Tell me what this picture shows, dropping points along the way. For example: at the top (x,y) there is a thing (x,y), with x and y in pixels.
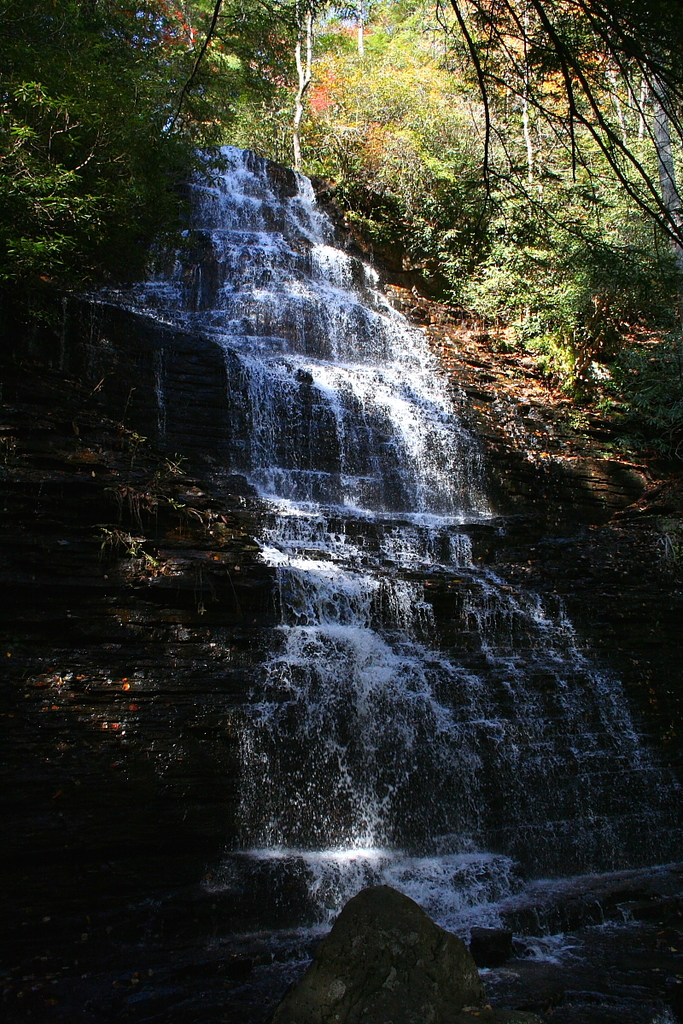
In this image we can see a waterfall (367,712) and there are trees (479,145). At the bottom (308,996) there are rocks (423,954).
